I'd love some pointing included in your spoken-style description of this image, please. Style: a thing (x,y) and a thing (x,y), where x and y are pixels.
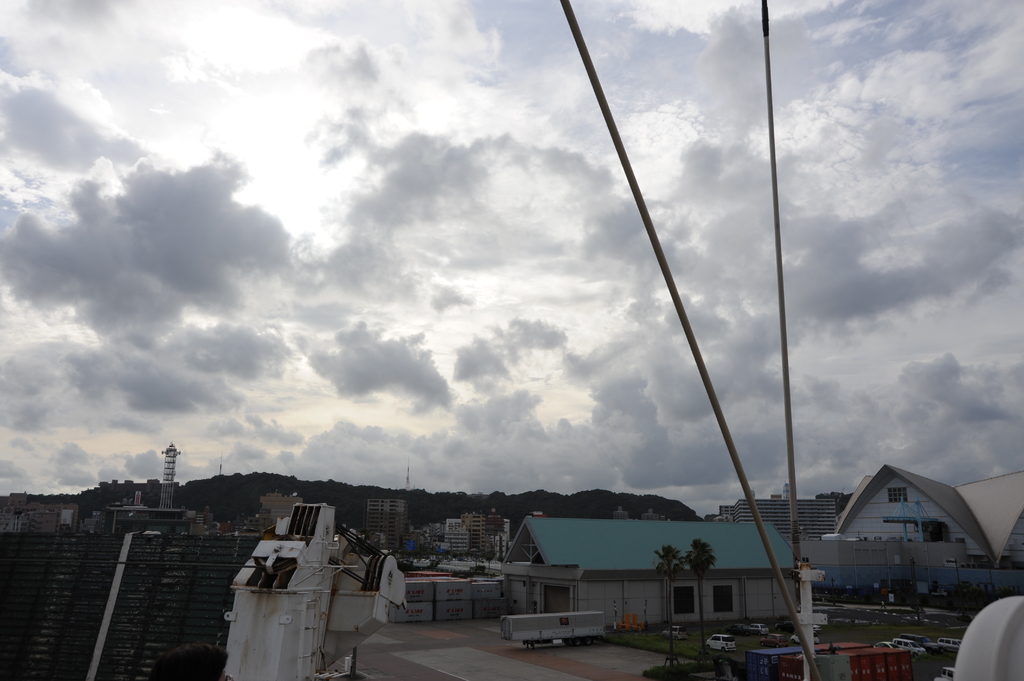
In this image we can see buildings (639,595), trees (701,605), motor vehicles (731,634), poles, sheds (756,541), towers (170,469) and sky (425,408) with clouds (520,441).
